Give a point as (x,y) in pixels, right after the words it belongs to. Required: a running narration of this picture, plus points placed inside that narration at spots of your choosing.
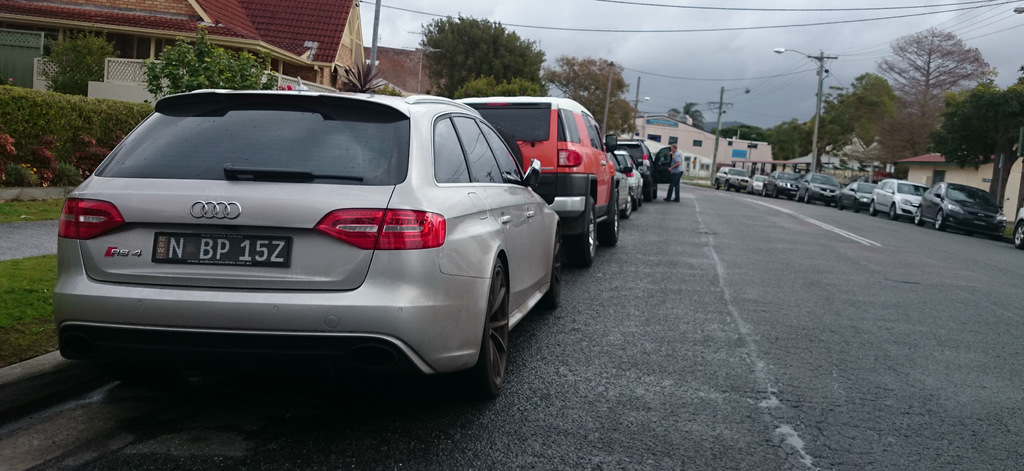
In this image there is a road (823,338) in the middle (668,303). On the road (668,303) there are cars (586,199) parked one after the other. There are street lights (821,85) on the footpath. There are buildings (299,47) on either side of the road (747,378). In front of the buildings (89,82) there are gardens (59,141) in which there are plants (113,117). At the top (677,31) there are wires (660,30).
